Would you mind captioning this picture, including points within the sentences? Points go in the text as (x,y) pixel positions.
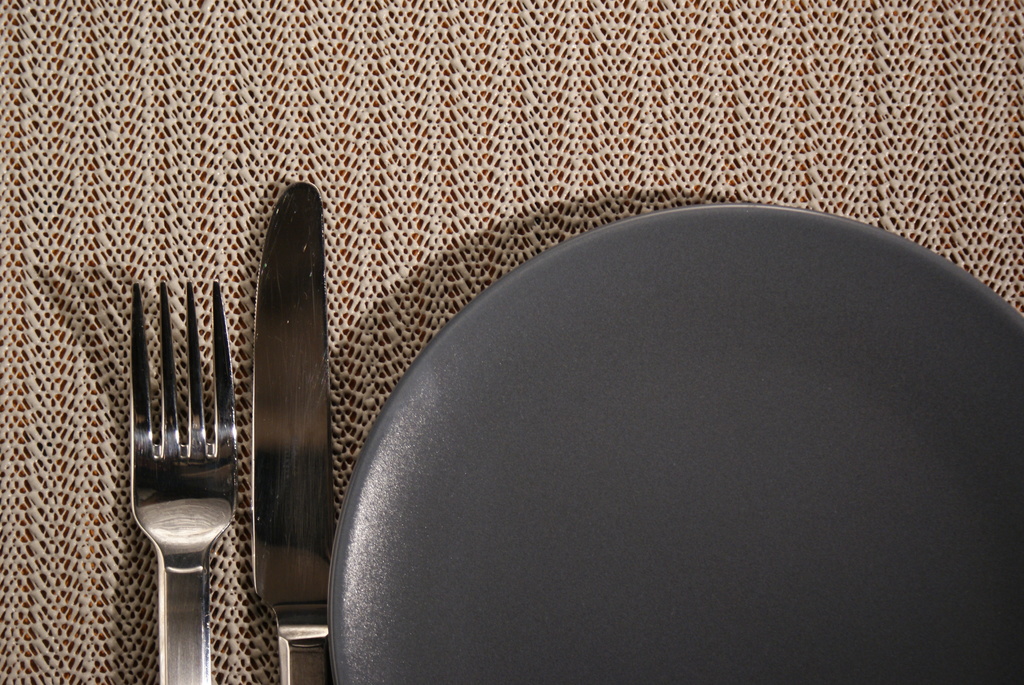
In the image we can see a plate (603,327) gray in color, knife (276,411) and a fork (222,420). This is a table mat (805,92).
